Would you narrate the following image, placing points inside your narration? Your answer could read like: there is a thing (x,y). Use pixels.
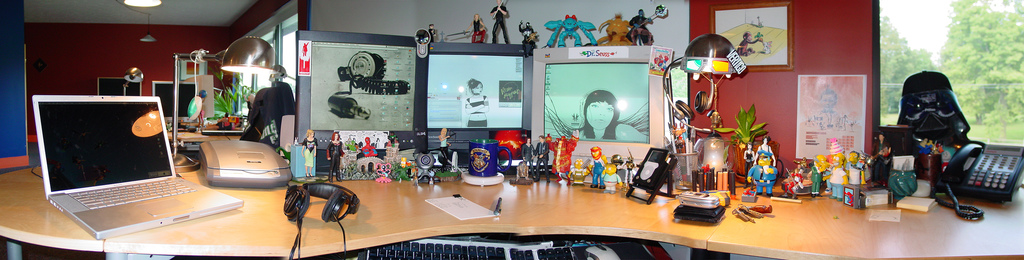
In this picture we can see the table (831,216) with a laptop (187,199), telephone (976,162), cup (475,145), monitors (377,95), lamp (259,62), toys (453,170), headsets (298,200), papers (479,206), pen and some objects (645,187) on it. In the background (301,20) we can see the walls (179,46), windows (267,37), frames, trees (964,50) and the sky (941,30).
